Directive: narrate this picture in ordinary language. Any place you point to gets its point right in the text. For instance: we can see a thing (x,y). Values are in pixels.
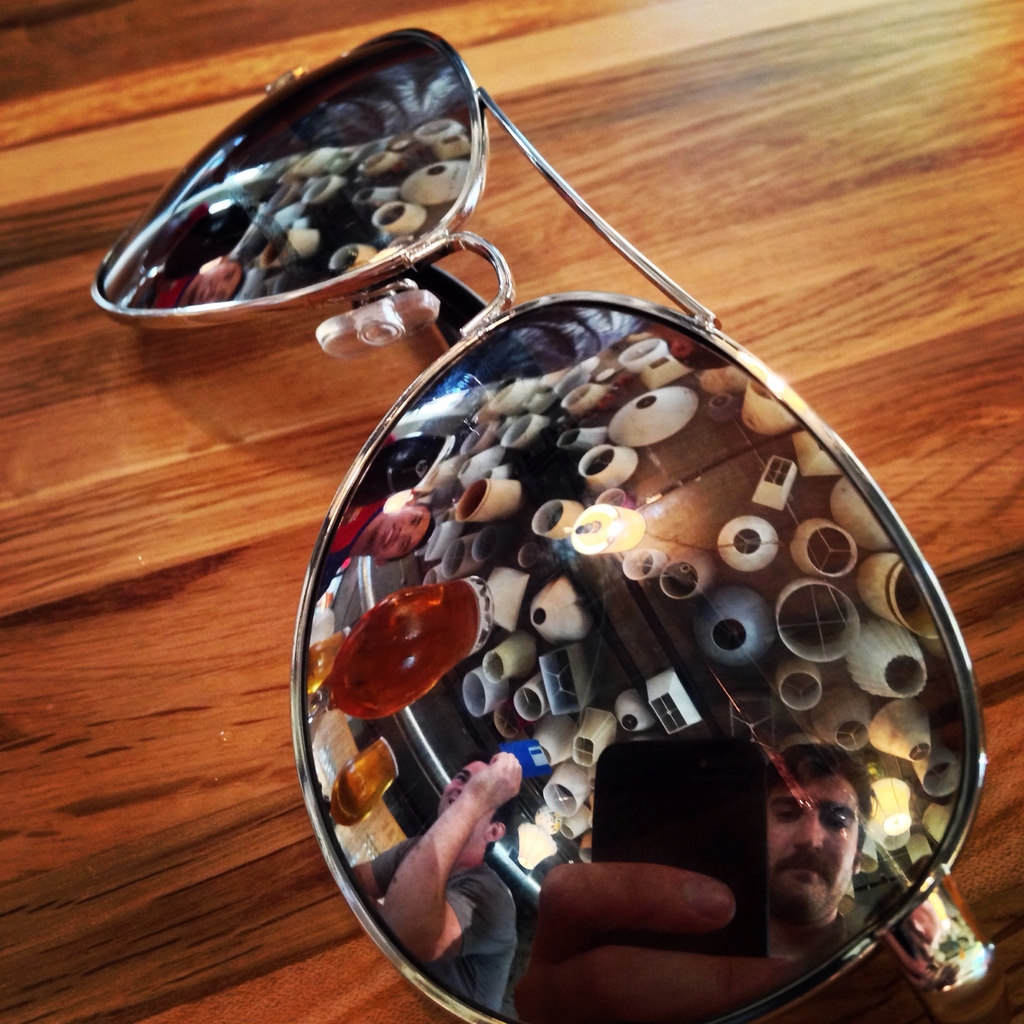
In this image we could see goggles (461,453) on the table (209,47), and on the goggles (731,536) we could see a reflection (414,801) of persons (602,883) and glasses (434,657) and lights (809,651).
